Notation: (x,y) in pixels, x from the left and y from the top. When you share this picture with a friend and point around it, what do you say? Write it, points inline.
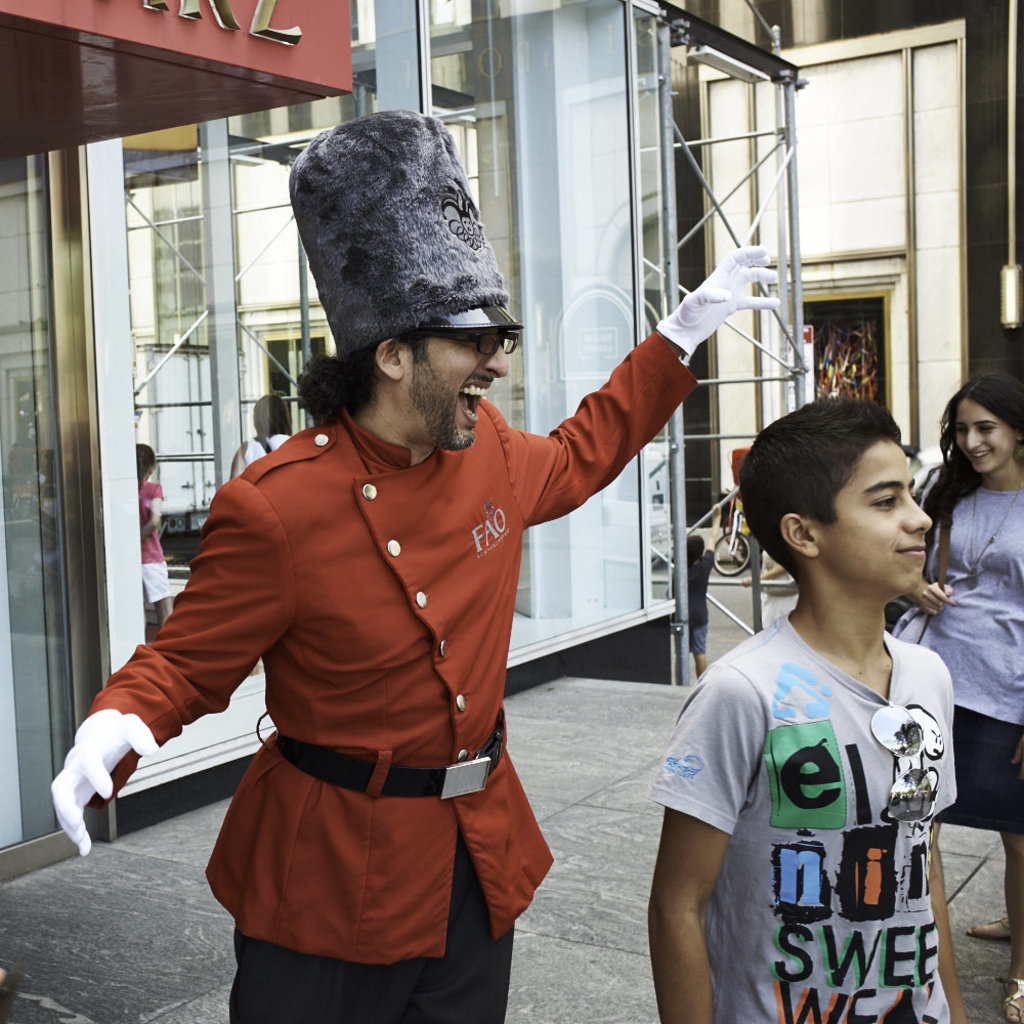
In the image we can see there is a person (356,417) standing and he is wearing cap (387,263). There are other people (926,746) standing on the footpath (585,864) and behind there are buildings (552,107).
